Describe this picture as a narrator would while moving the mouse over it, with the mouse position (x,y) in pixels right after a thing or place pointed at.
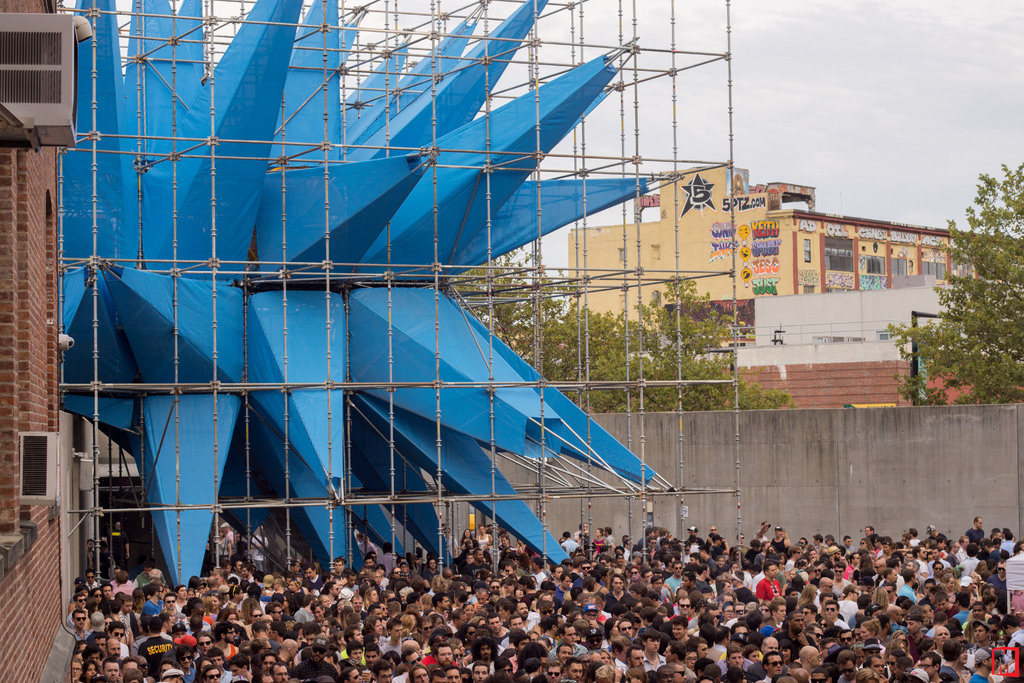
In the foreground of this image (771,672), on the bottom (278,577), there is the crowd (405,672). On the left (21,274), there is a wall (37,252) of a building (32,302) and few air conditioners (46,456) to it. In the middle (535,378), there is a blue structure (305,320) and poles (501,281) arranged in a cubical model around it. In the background (785,206), there are buildings (874,343), trees (961,373), sky (917,114) and the cloud (827,102).
